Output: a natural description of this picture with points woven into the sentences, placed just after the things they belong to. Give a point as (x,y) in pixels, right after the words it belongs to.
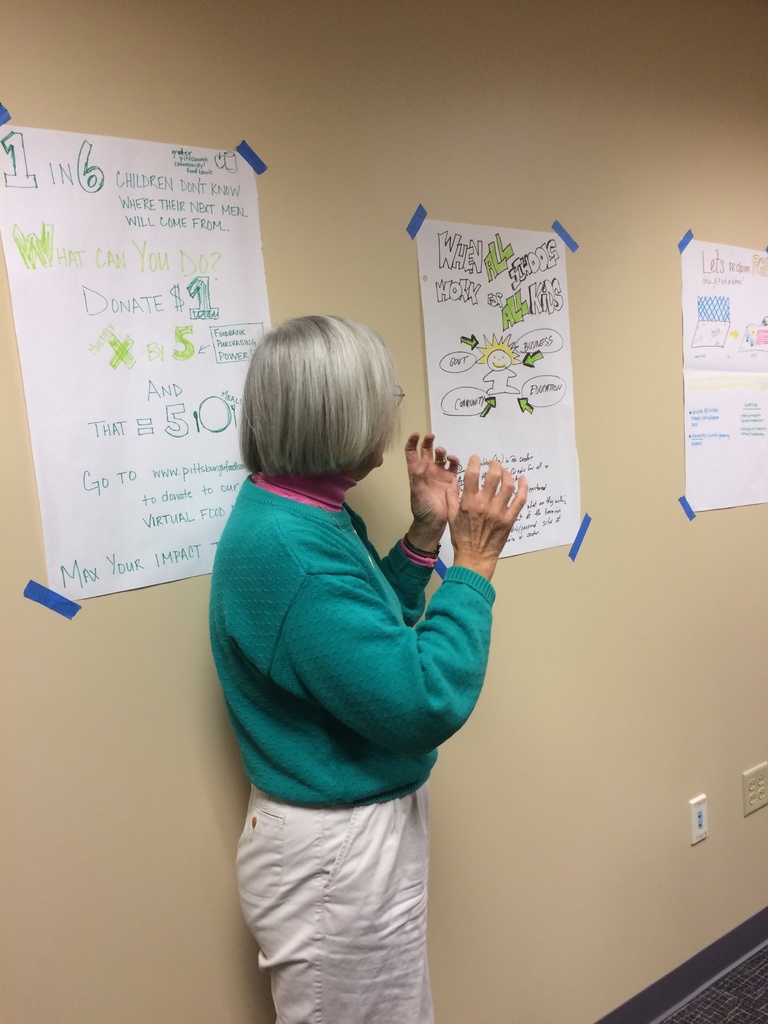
In the picture we can see woman (296,579) wearing green color sweater (315,663), white color pant (418,893) standing near the wall (551,605) to which some charts (107,230) are attached and there are some switch sockets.
